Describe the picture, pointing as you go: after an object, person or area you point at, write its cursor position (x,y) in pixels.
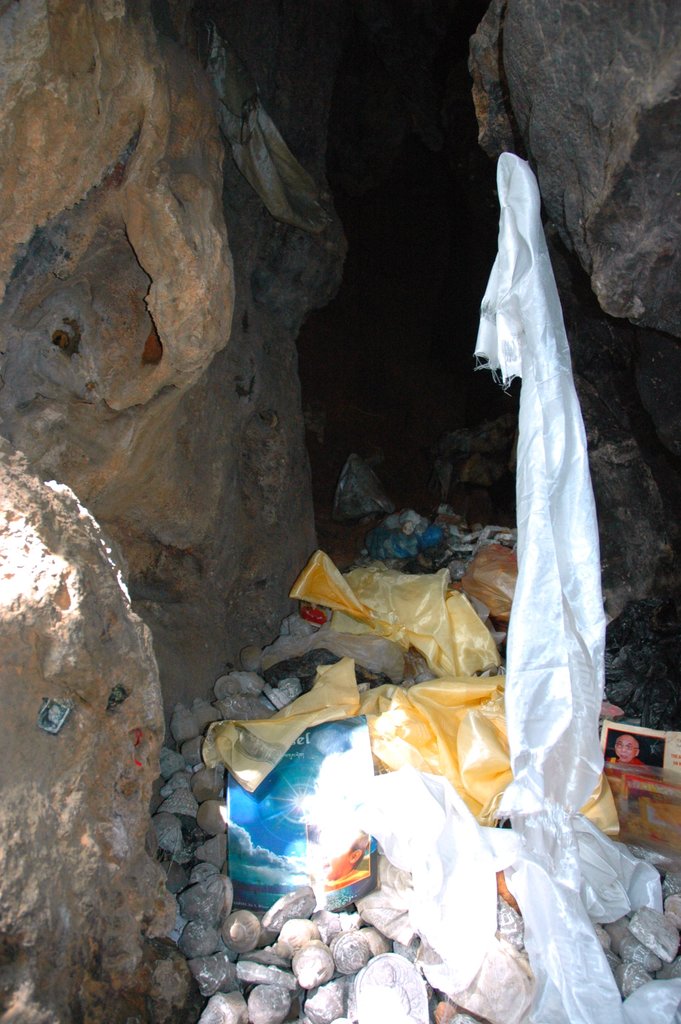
In this picture there are rocks (623,128) on the right (566,232) and left side of the image (144,428) and there are pebbles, clothes (453,760), and books (283,764) in the center of the image (369,660).
